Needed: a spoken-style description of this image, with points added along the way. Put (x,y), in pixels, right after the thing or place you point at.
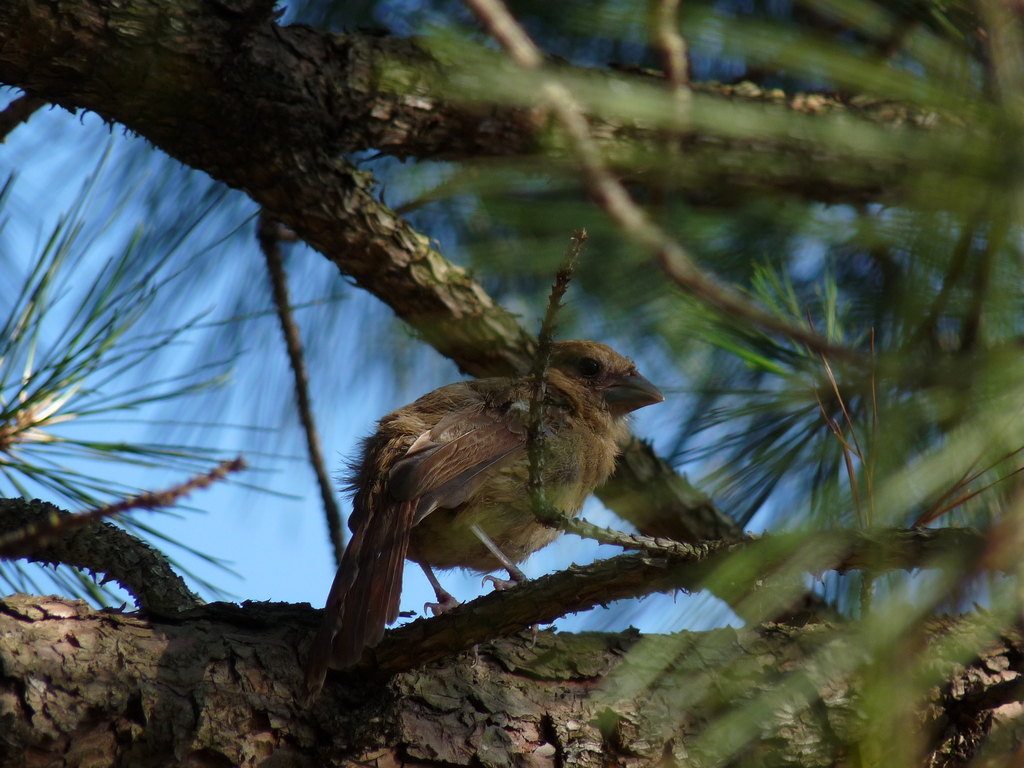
In this image there is a bird (473,400) on the branch (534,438) of the tree (442,339) and the sky (212,323).
